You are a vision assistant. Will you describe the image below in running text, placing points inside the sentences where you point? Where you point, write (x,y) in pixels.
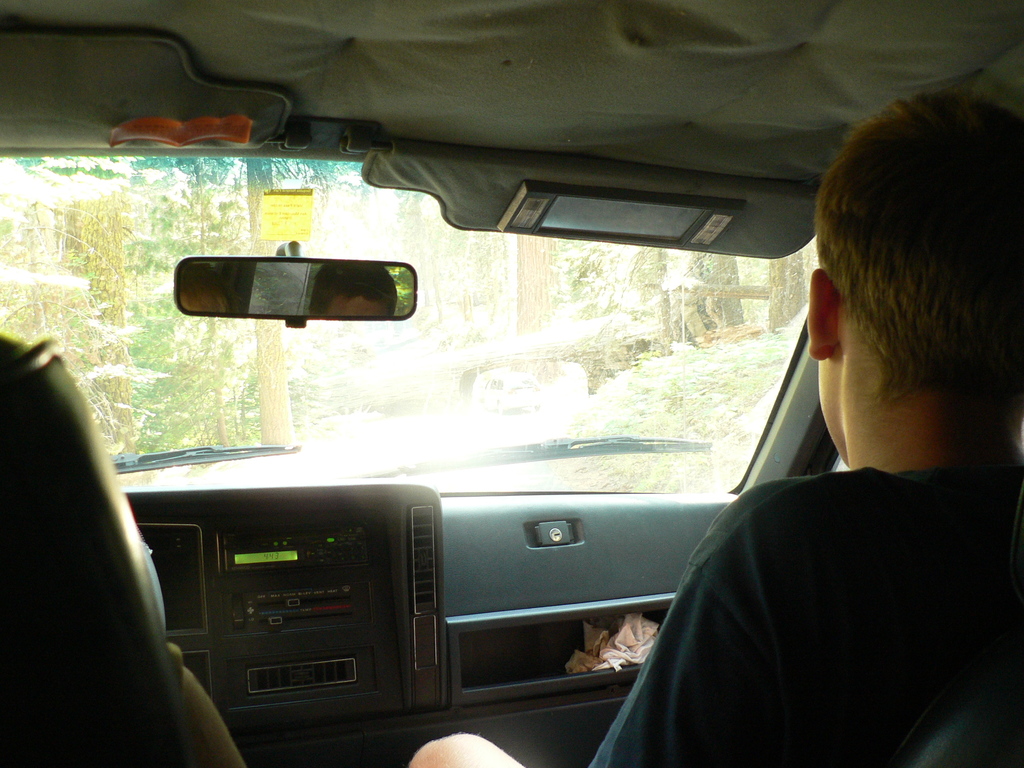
The picture is taken in a vehicle (530,632). In this picture there are mirror (284,312), music system (296,559), seats (162,757), person (713,572), glass (422,386) and other objects (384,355). In the center of the picture (553,356) there are trees (172,358), grass (726,360) and other object (468,374).
